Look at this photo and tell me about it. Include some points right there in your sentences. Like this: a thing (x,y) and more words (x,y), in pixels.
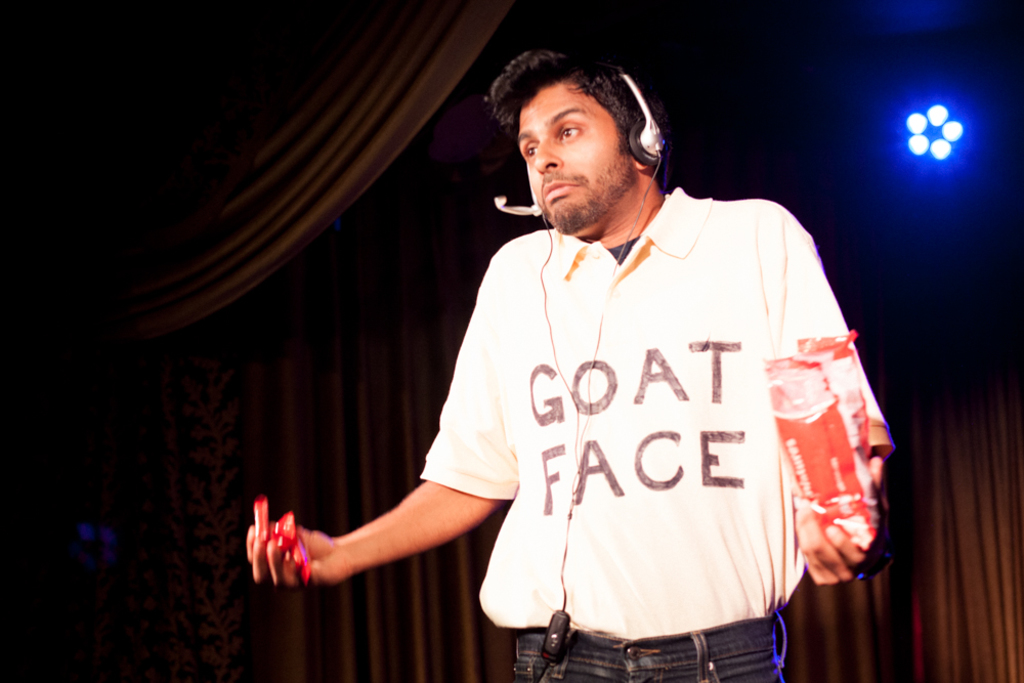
In this picture I can see a man (488,356) standing and he wore a headset (634,155) and he is holding a cover (816,493) in one hand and few candies (263,523) in another hand (302,543) and few clothes (378,443) on the back (931,382) and lights (950,141).
